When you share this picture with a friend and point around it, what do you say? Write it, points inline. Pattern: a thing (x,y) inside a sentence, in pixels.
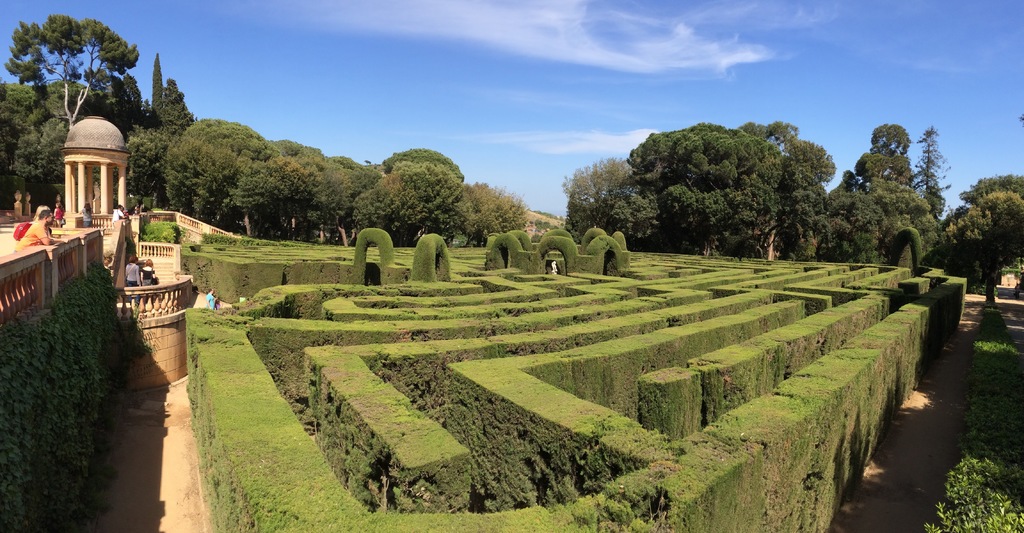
In the center of the image (448,349) we can see a garden maze (521,268). In the background of the image (598,184) trees (626,175) are present. On the left side of the image (86,209) some persons (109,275) are there. At the top of the image (464,69) sky (454,66) is there. At the bottom of the image (137,483) ground (135,481) is there.
